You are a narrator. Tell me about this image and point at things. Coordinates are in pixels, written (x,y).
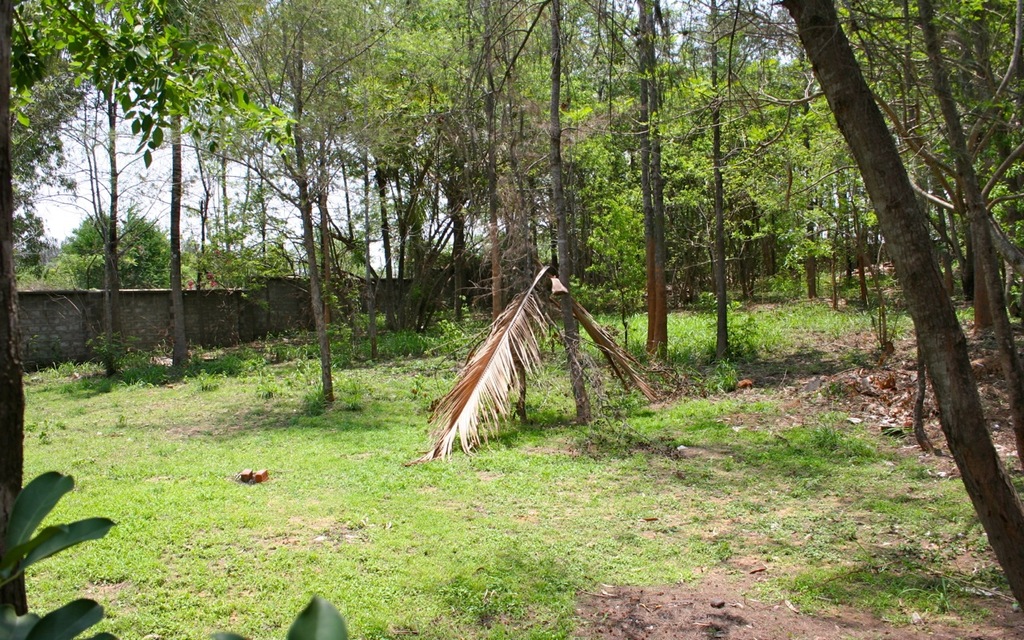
Land (386,523) is covered with grass (415,480). Here we can see a wall (256,331) and trees (420,113).
